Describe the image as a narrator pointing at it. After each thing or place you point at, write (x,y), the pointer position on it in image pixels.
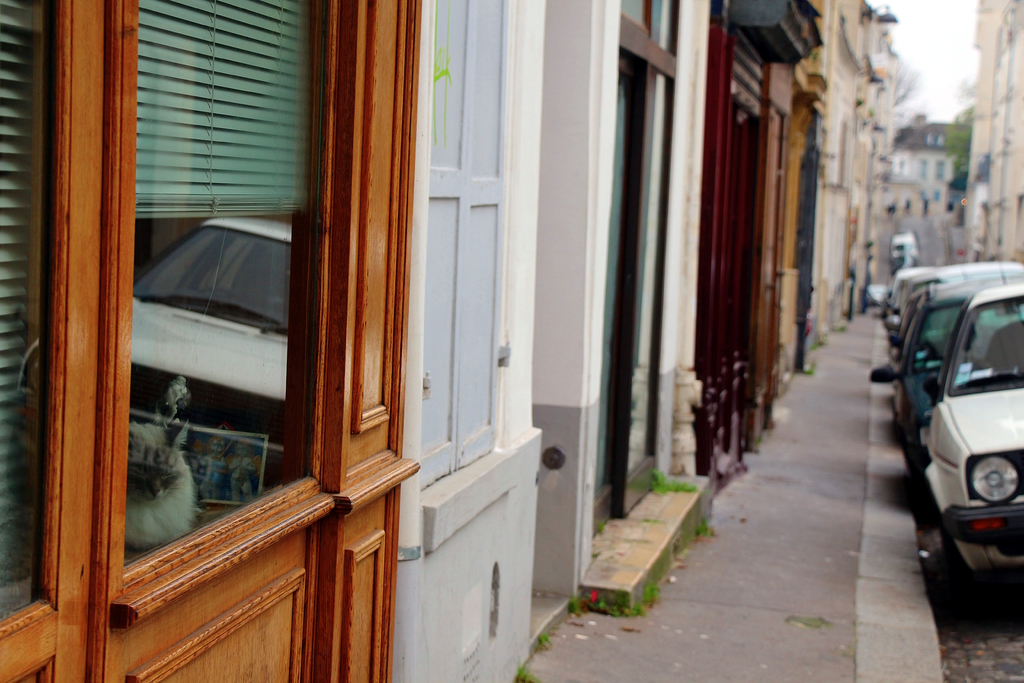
In the picture I can see buildings (677,345), glass windows (188,308) through which I can see window blinds (226,82) on the left side of the image (237,66). On the right side of the image (987,378) I can see cars (916,350) parked on the side of the road (936,535). The background of the image (916,80) is slightly blurred, where I can see the sky (933,76).
